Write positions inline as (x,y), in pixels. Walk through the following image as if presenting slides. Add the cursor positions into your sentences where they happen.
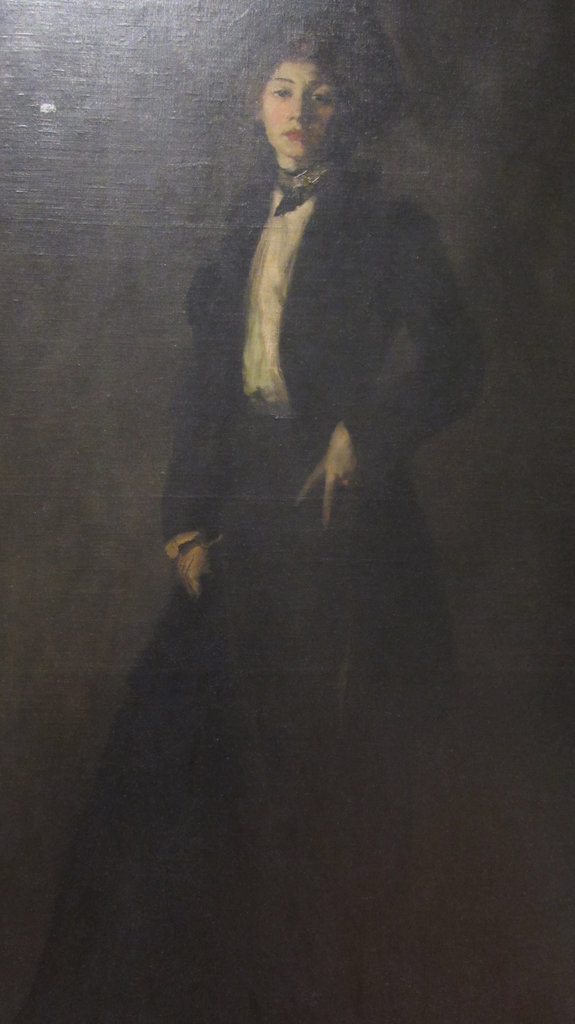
In the center of the image (229,484) we can see a painting (222,704) of a person (280,622). And we can see she is in a different costume (273,279).
